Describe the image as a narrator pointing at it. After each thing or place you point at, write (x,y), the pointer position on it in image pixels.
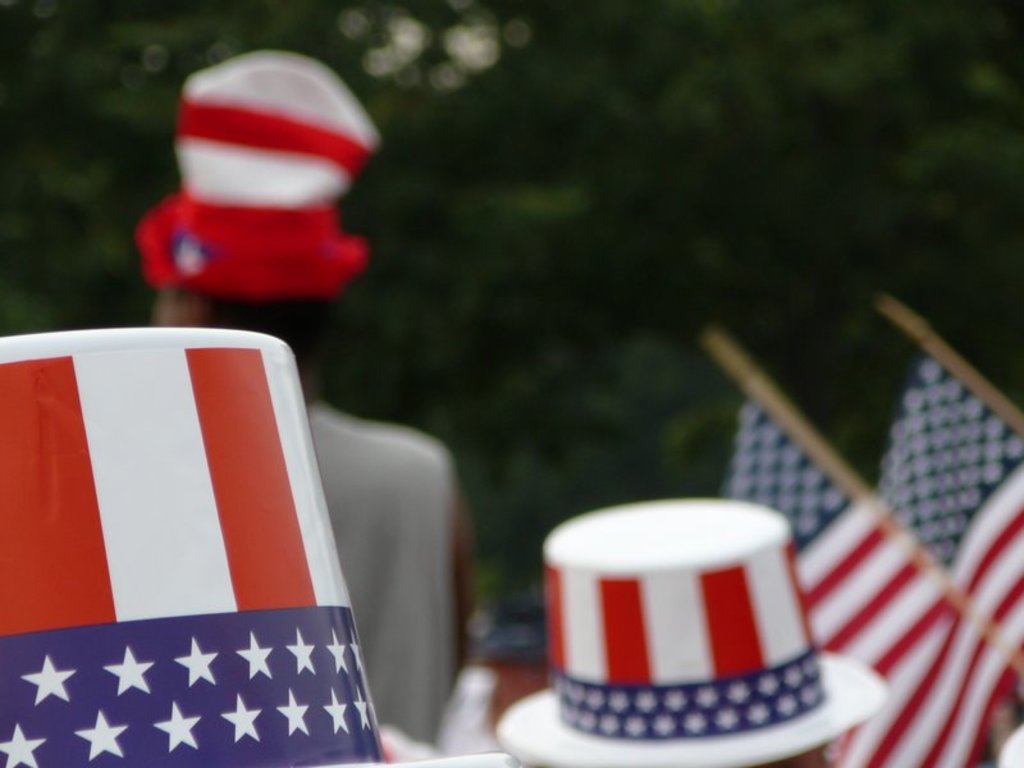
In this picture we can see two caps (672,670) here, on the right side (923,564) there are two flags (909,563), we can see a person (372,507) here, in the background (603,246) there are trees (572,118).
